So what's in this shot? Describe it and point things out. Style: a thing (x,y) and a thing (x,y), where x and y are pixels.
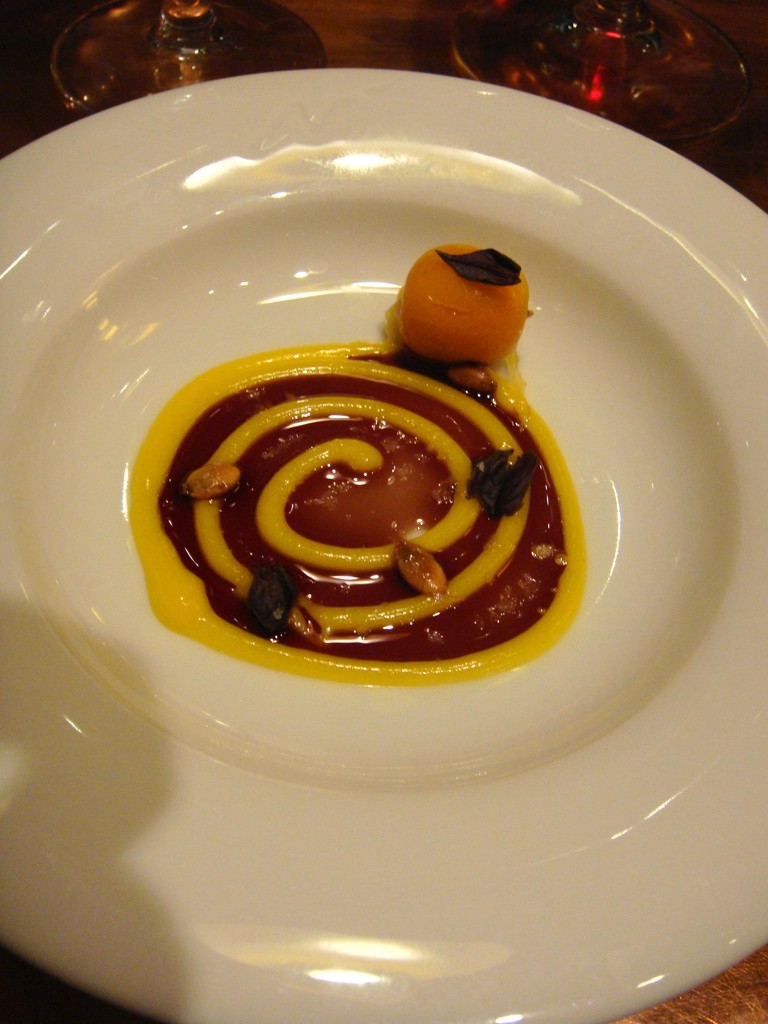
In the picture we can see a plate (279,978) on it, we can see a yellow color cream (163,552) designed and on it we can see some dry fruits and beside the plate (293,265) we can see the glasses (234,20).
